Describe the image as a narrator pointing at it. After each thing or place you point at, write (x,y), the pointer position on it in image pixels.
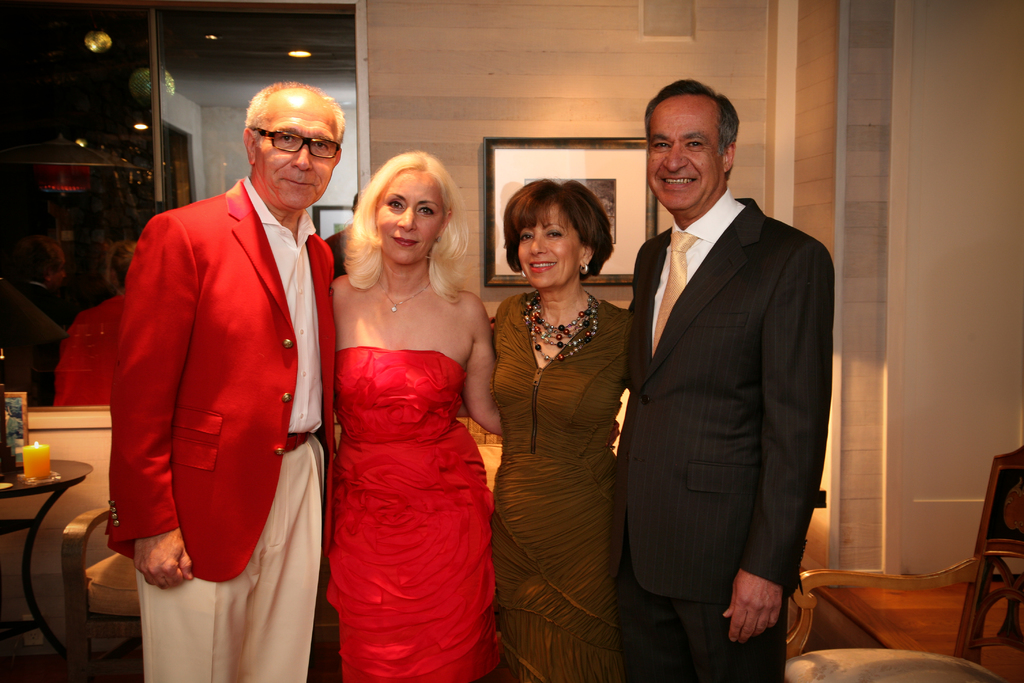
In this image we can see some people (394,444) standing and posing for a photo in a room (1014,672) and there are some chairs (100,584). There is a wall (779,141) with a photo frame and we can see a table (18,479) with a candle (41,451) and some other objects (18,420).
